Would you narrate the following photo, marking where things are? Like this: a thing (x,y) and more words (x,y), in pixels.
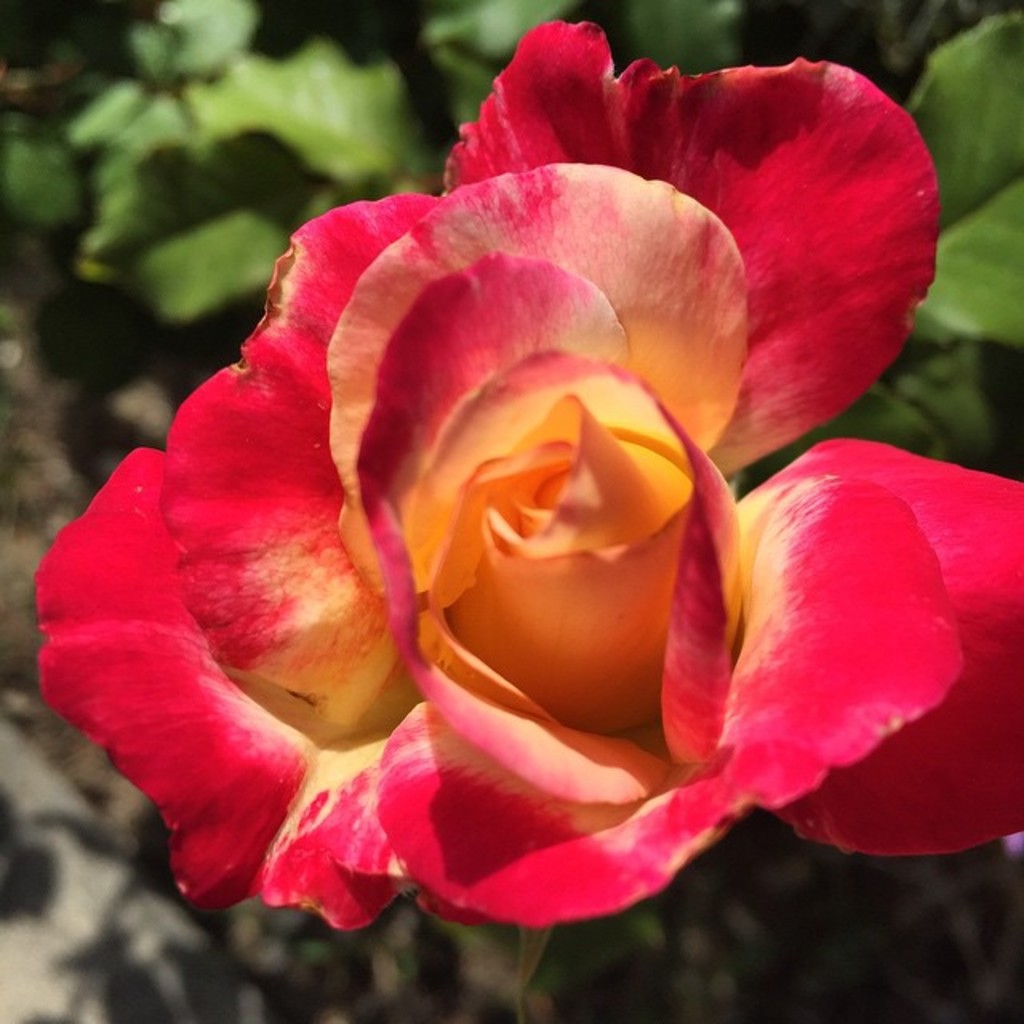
In the center of the image (553,559) we can see a rose (606,650). In the background (1023,77) there are leaves (293,223).
